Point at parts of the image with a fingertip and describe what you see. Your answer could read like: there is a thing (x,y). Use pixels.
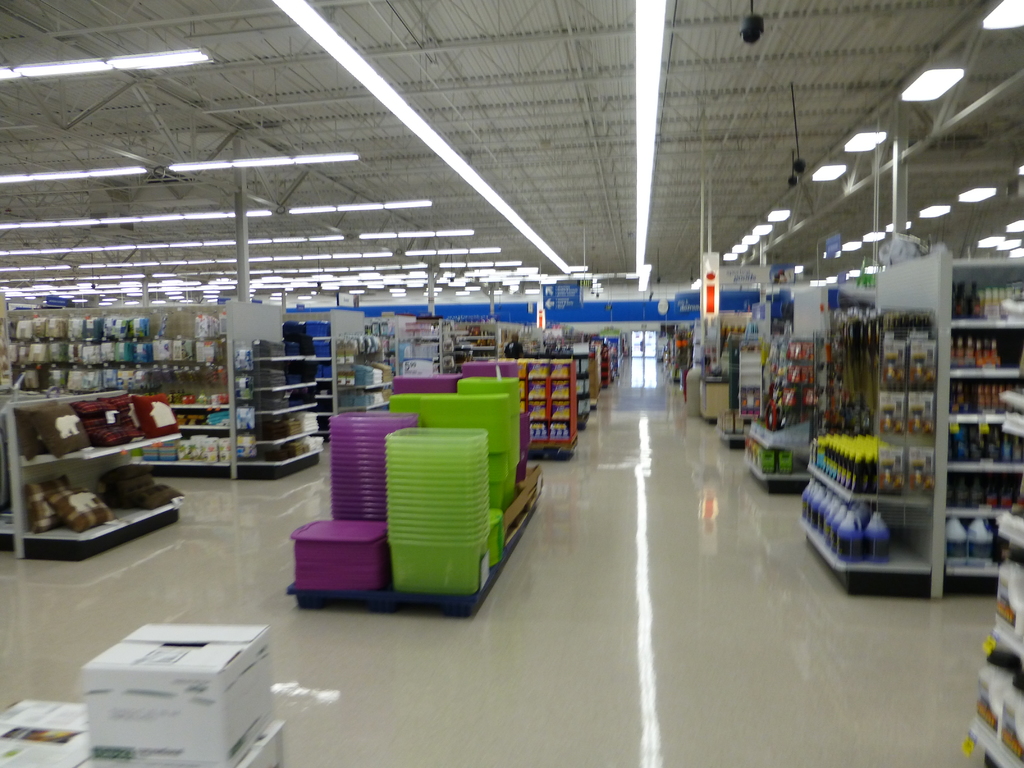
In this image we can see a view from inside of a supermarket (441,370). There are boxes (114,679) and baskets (433,500). There are racks (186,362). On the racks (181,330) there are bottles (850,440), packets (915,405) and many other items (458,354). On the ceiling (402,168) there are lights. In the background (610,297) it is blur.
